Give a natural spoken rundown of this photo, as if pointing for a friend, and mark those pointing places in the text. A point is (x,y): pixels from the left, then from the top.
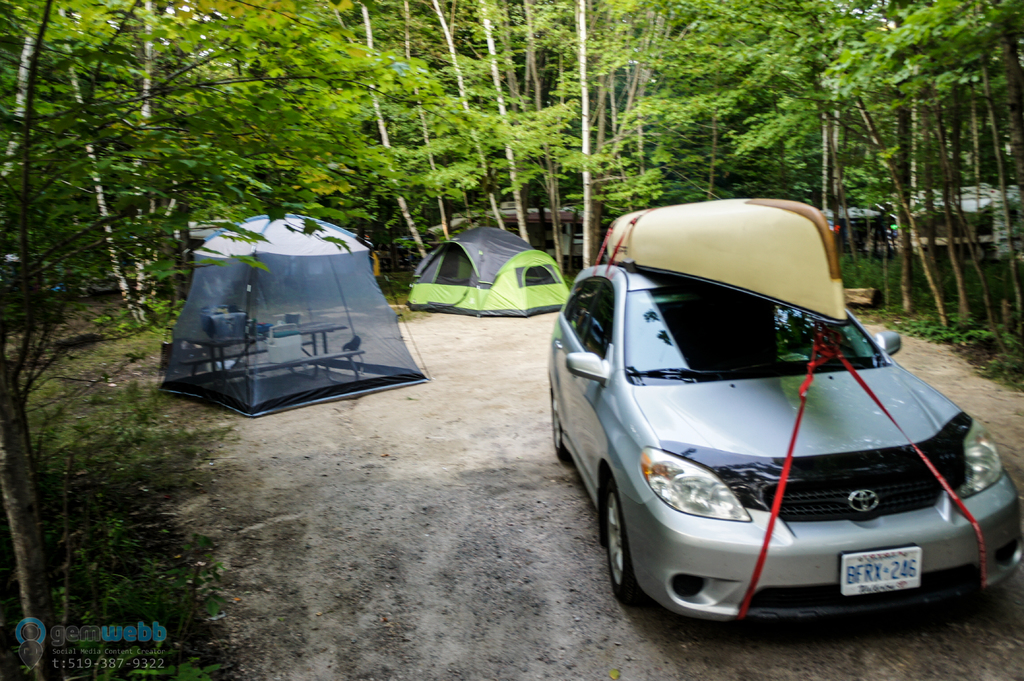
Here in this picture we can see a car (619,367) present on the ground (562,668) over there and at the top of it we can see a boat (732,279) present and behind it we can see a couple of tents (351,296) present and in one of the tent (259,336) we can see a table (244,346) and benches (325,360) present over there and we can see trees (13,378) present all over there and we can see the ground (70,353) is covered with gravel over there.
